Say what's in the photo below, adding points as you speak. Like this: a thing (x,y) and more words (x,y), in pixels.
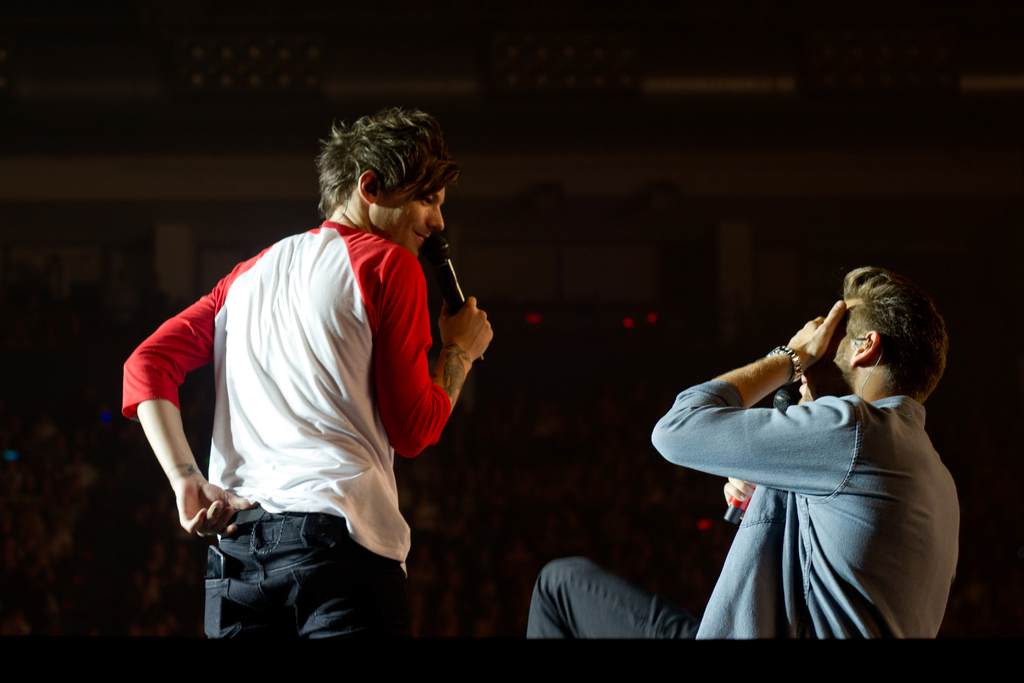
In this image, I can see two persons (783,548) holding mikes (451,285). There is a dark background (65,496).
